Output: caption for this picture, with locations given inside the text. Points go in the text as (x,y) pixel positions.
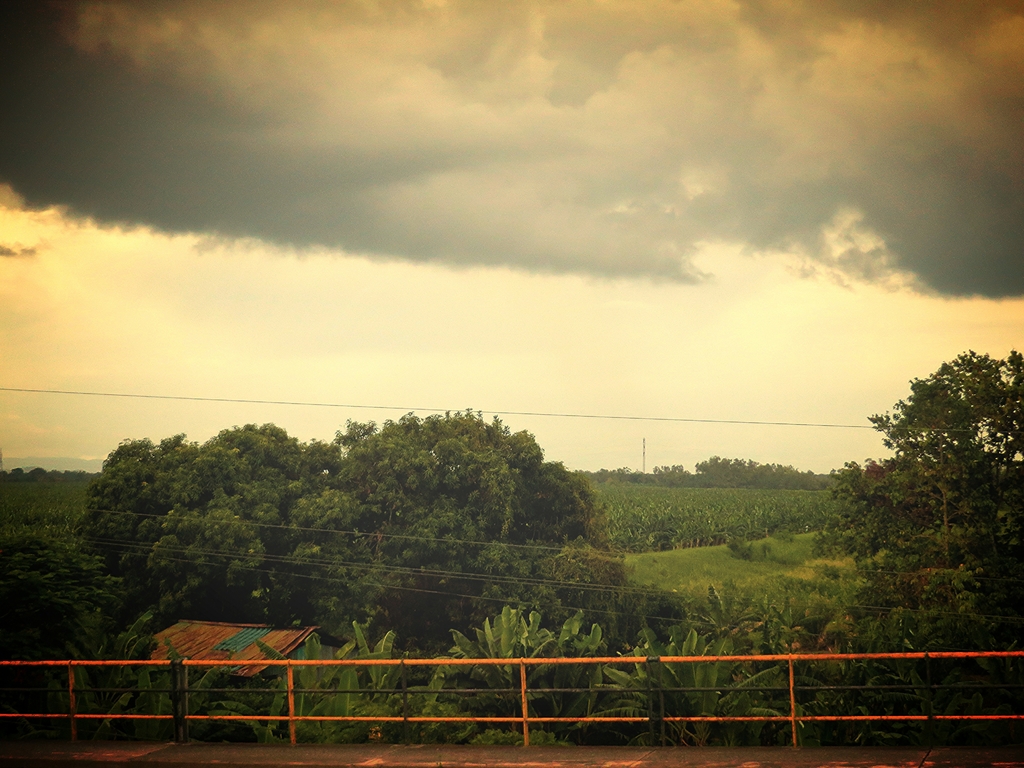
In this picture we can see a fence (302,663) from left to right. There are a few plants (738,697), house (301,648), wire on top and some trees (413,636) are visible in the background (258,540). Sky (171,428) is cloudy.
